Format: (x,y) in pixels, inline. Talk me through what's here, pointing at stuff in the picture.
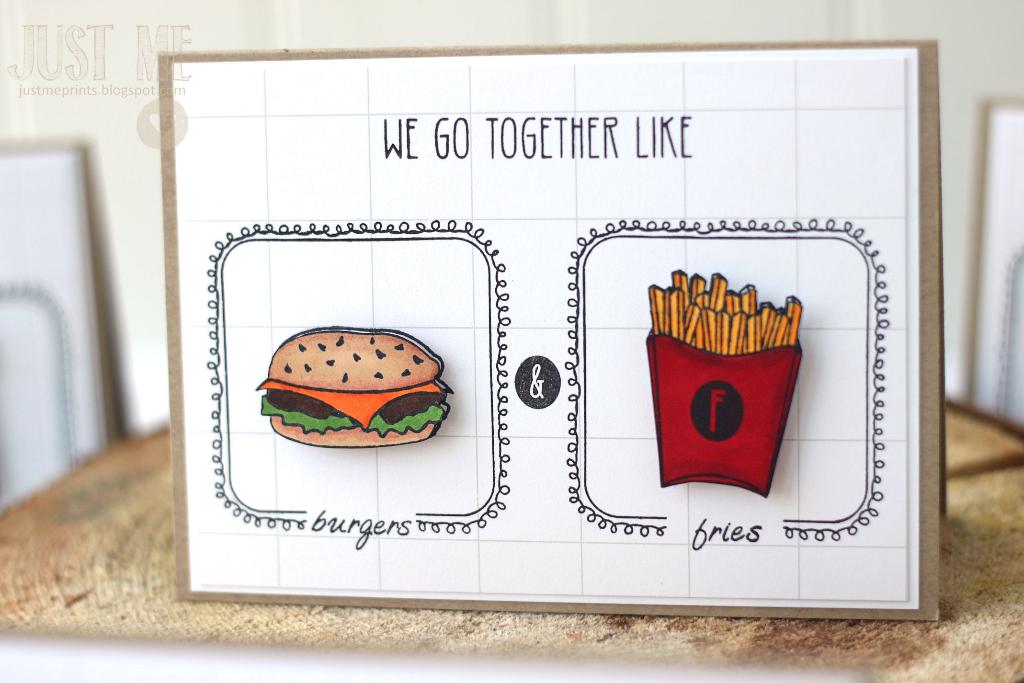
In the picture we can see a board (855,370) placed on the table (1009,604) and on it we can see a image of the burger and fries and written on it as we go together like.
